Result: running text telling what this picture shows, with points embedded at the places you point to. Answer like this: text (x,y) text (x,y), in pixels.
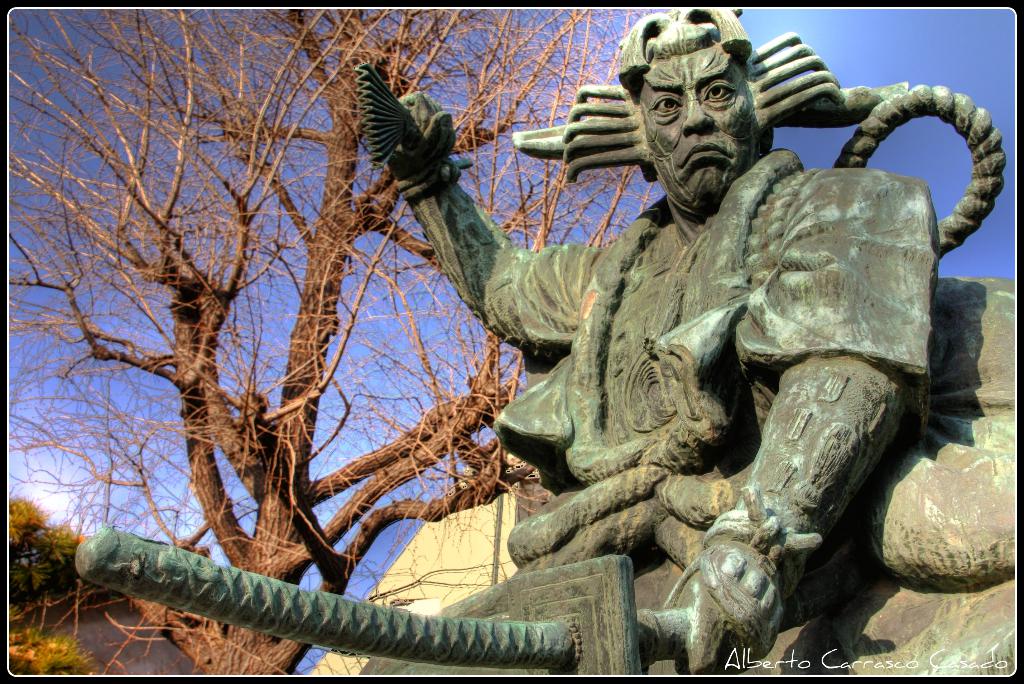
In this image there is the sky (261,364) towards the top of the image (215,154), there are trees (179,145), there is a sculpture (600,316) of a man (528,312), he is holding a sword (578,637), there is text (792,665) towards the bottom of the image (852,656).
